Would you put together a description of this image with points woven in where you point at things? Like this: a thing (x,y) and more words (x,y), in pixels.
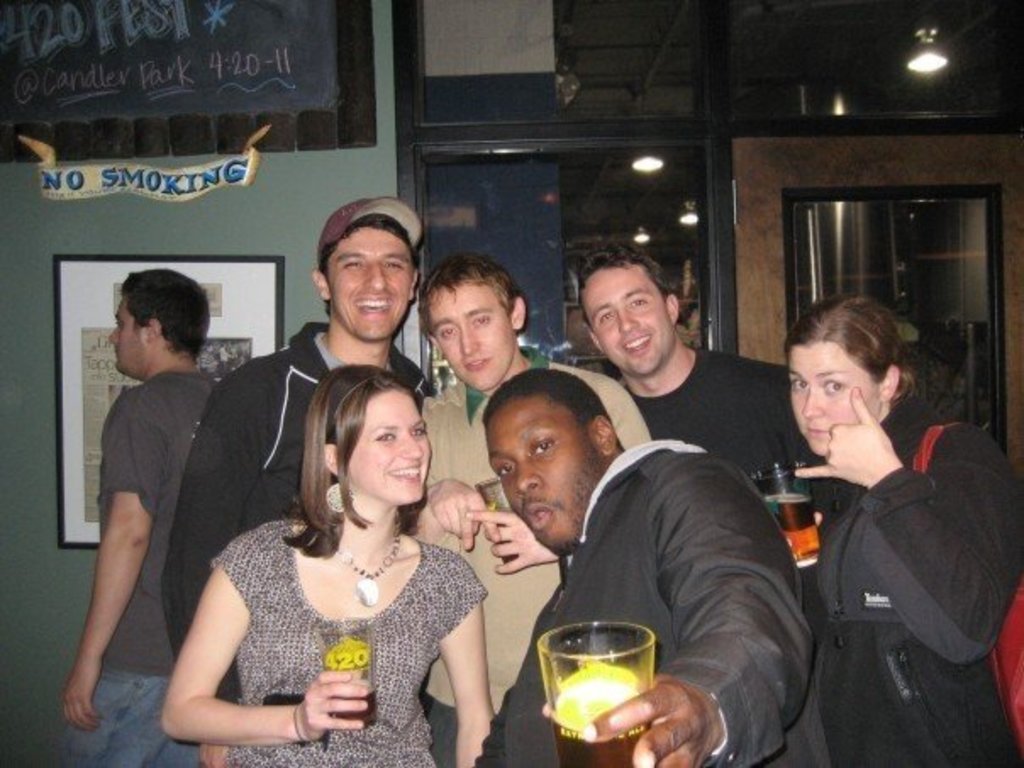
Here, we see seven people (360,474) standing. Out of which two are women (964,535). These two women (924,535) are holding glass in their hands (312,697). In the middle of the picture (569,496), man (556,546) wearing black jacket (662,553) is also holding glass (625,682) in his hands (648,741). Behind that, we see green wall (250,225) on which photo frame (74,372) is placed and we even see a black board (186,66) with some text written on it. On the right corner of picture (867,249), we see mirror (846,199).
